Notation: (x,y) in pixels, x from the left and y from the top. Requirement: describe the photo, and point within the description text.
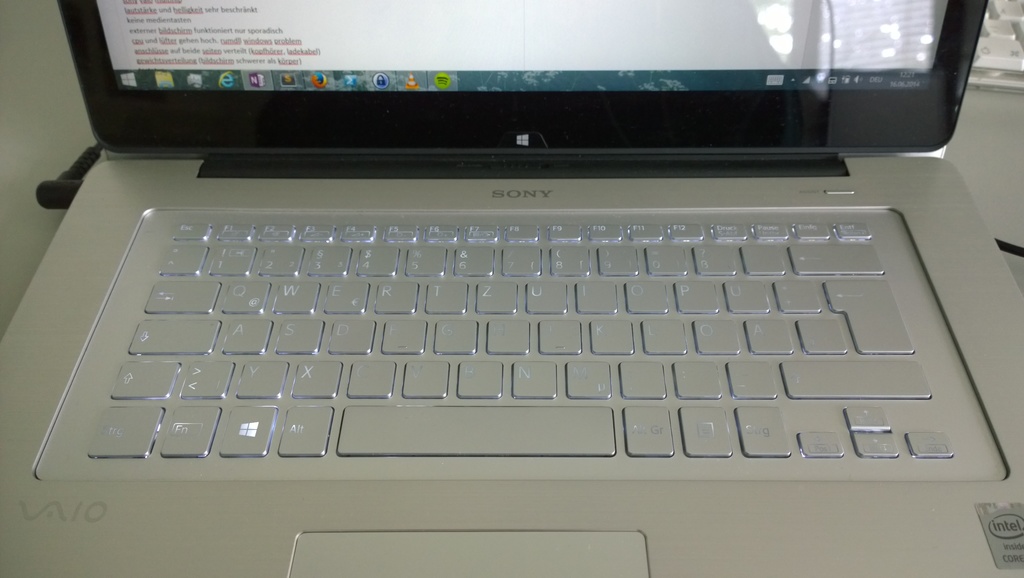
Here I can see a laptop (212,467) on which I can see key buttons (350,342). There is some text (179,27) on the screen (209,18).
